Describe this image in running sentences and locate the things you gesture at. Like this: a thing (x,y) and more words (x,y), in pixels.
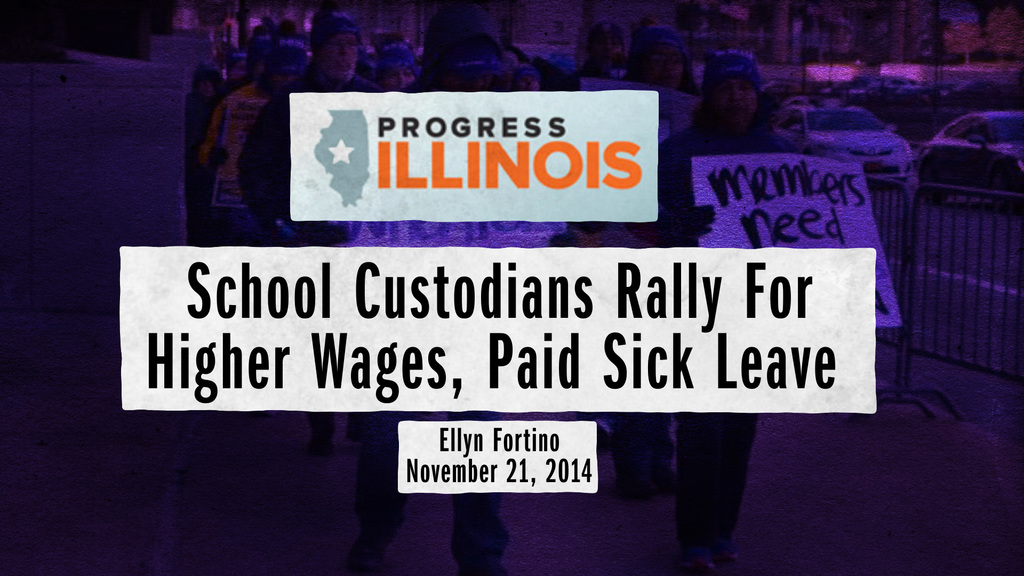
In this image we can see a poster (521,253). There are many people (742,120) in the image. A person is holding a board (828,178) in the image. There are few vehicles (962,137) in the image. There is a fence (951,319) in the image. There is some text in the image.
